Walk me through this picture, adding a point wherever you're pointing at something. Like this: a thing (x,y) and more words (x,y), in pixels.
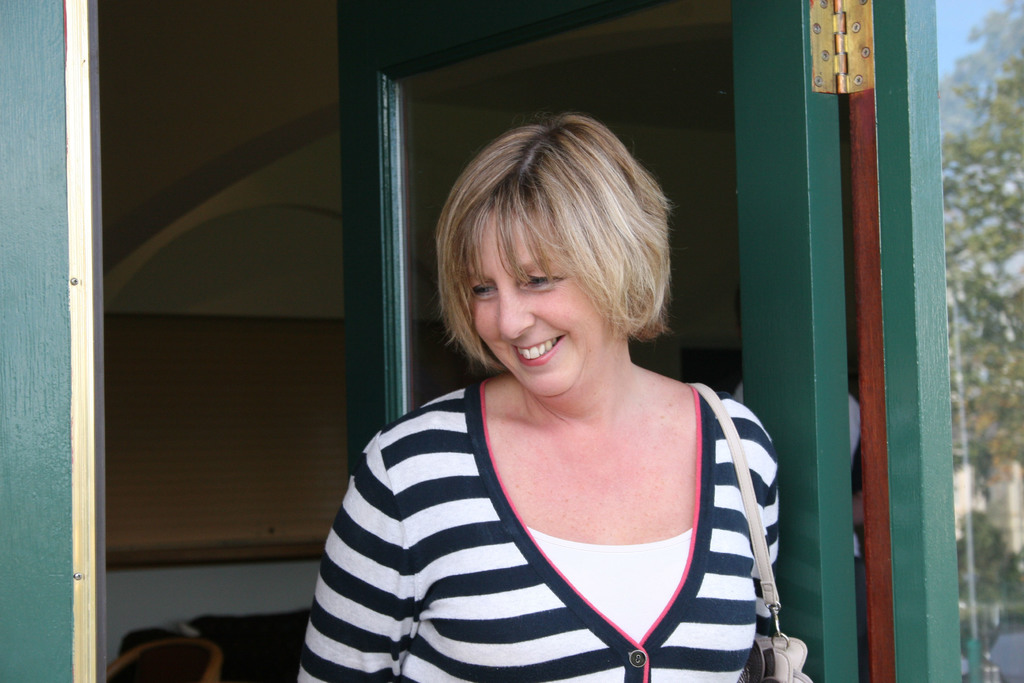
As we can see in the image there is a wall (235,194), door (661,74), a woman (482,272) wearing black and white color dress (454,496). On the right side (973,208) there are trees (961,301).
